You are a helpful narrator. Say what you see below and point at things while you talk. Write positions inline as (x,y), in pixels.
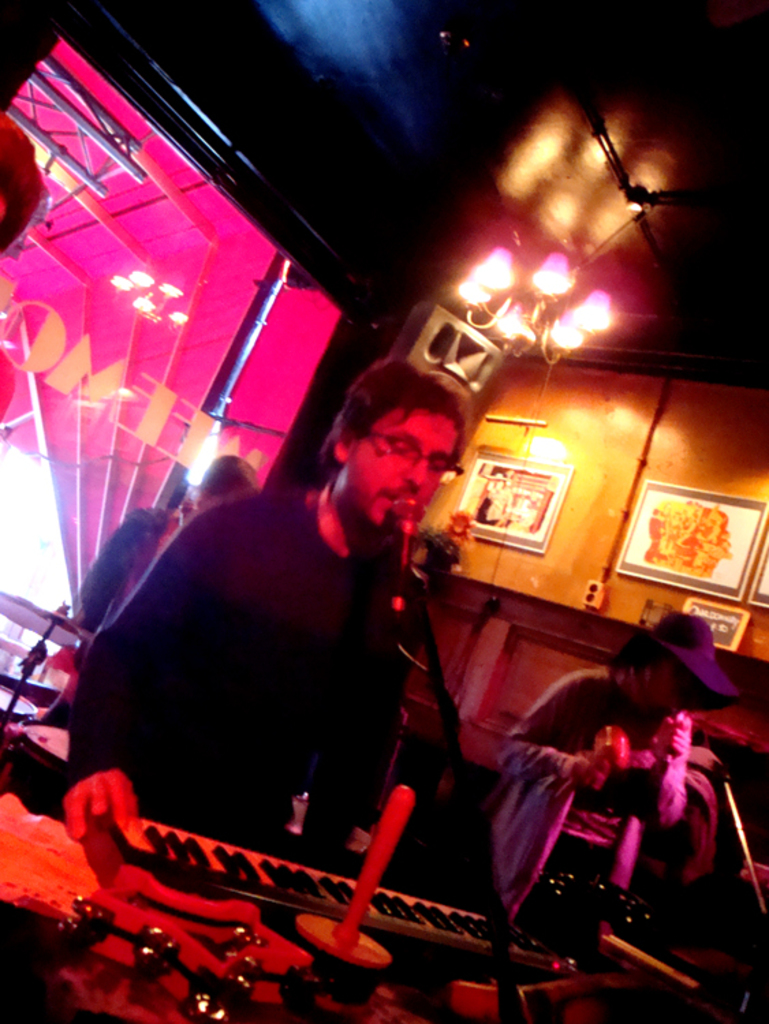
In this image there is a person (357,696) playing a musical instrument (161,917), in front of him there is a mic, beside him there is a lady (572,749) standing and holding a mike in her hand (597,757), behind them there is another person (107,586) playing a musical instrument (61,688). In the background (81,338) there is a glass window (95,339). At the top (600,168) there is a ceiling (593,200) and on the other side there are photo frames (524,483) are hanging on the wall (483,610).
